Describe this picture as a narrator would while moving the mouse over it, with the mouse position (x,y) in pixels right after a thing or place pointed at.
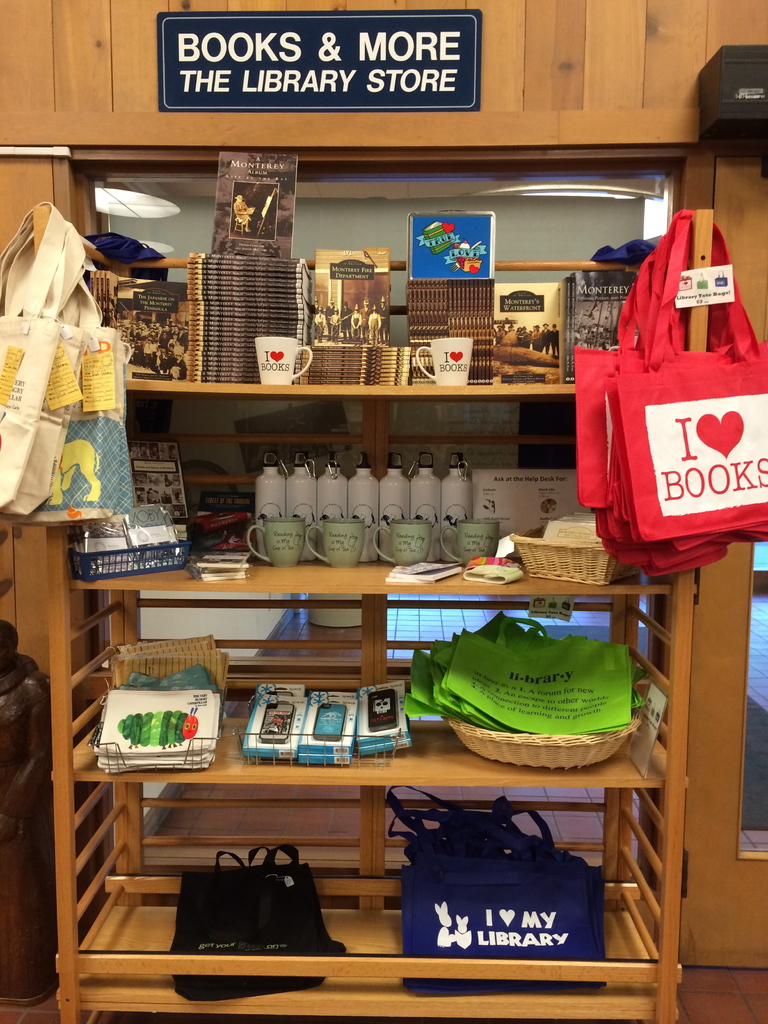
In this picture I can see few cups (264,350), bags (33,254) and few Bottles (384,549) and I can see couple of baskets (541,746) and few bags (281,867) in the shelves (412,394) and I can see a board (227,101) with some text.
